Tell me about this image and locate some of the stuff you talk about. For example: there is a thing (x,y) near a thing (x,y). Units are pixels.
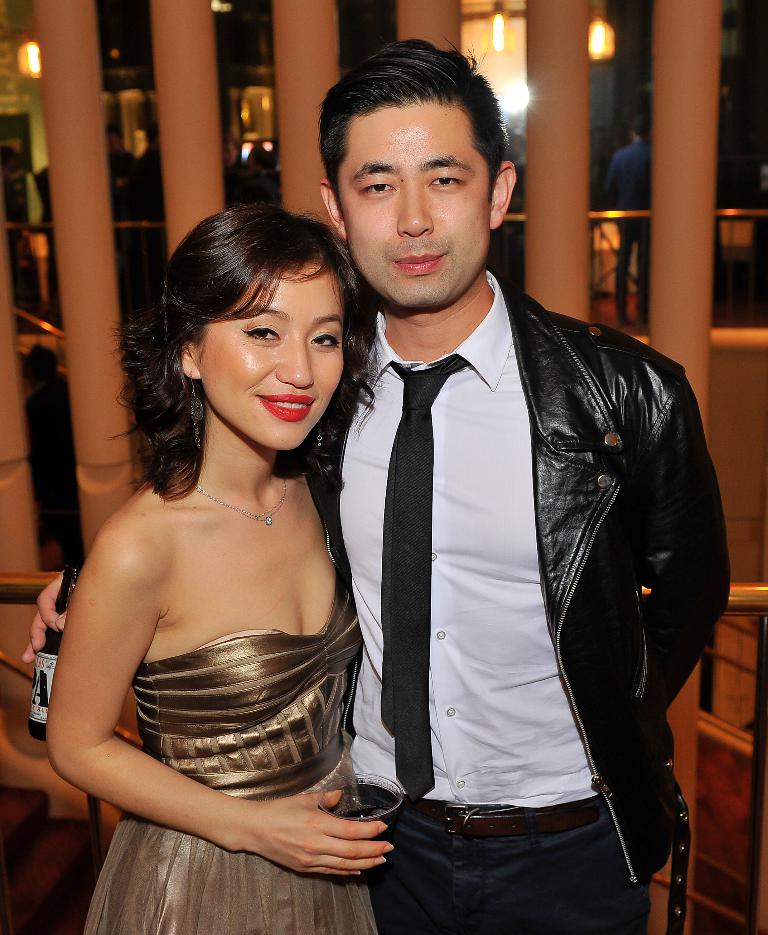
This picture seems to be clicked inside the room (739,650). On the right (526,507) we can see a man (418,601) wearing black color jacket (557,629), holding a glass bottle (57,649) and standing and we can see a woman (233,473) holding a glass of drink (396,802), smiling and standing. In the background (182,140) we can see the pillars (162,94), lights (597,23), metal rod (514,215), person (633,209) and many other objects (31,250).
